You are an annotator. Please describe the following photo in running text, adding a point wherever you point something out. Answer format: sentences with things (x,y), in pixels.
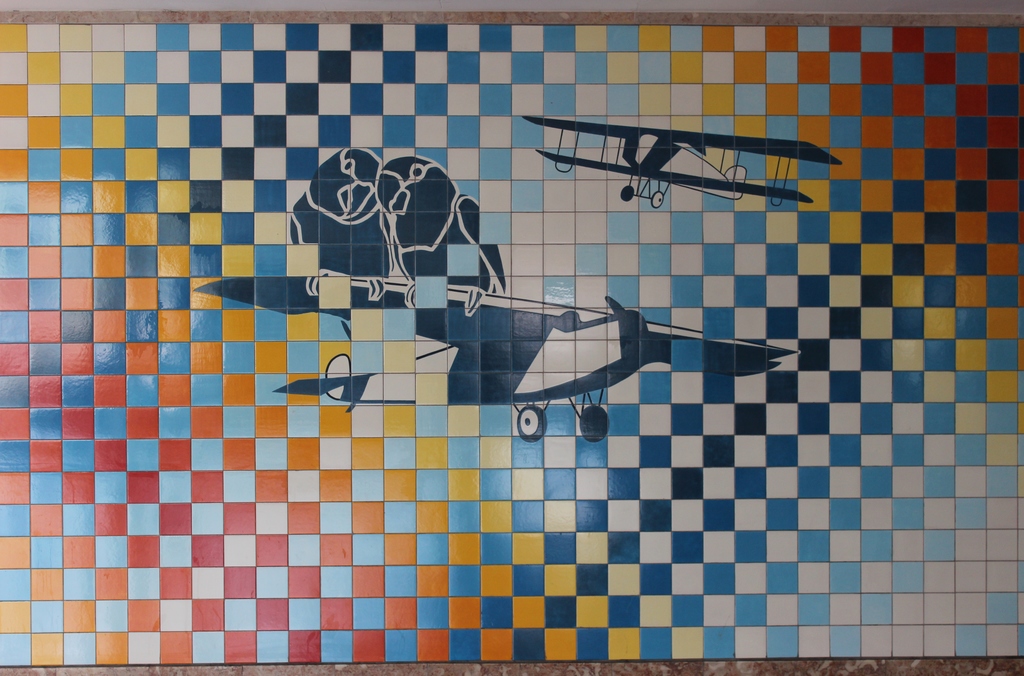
In this image in the center (347,440) it looks like a tile mural (443,267), and in the background (9,20) there might be a wall (352,72).
